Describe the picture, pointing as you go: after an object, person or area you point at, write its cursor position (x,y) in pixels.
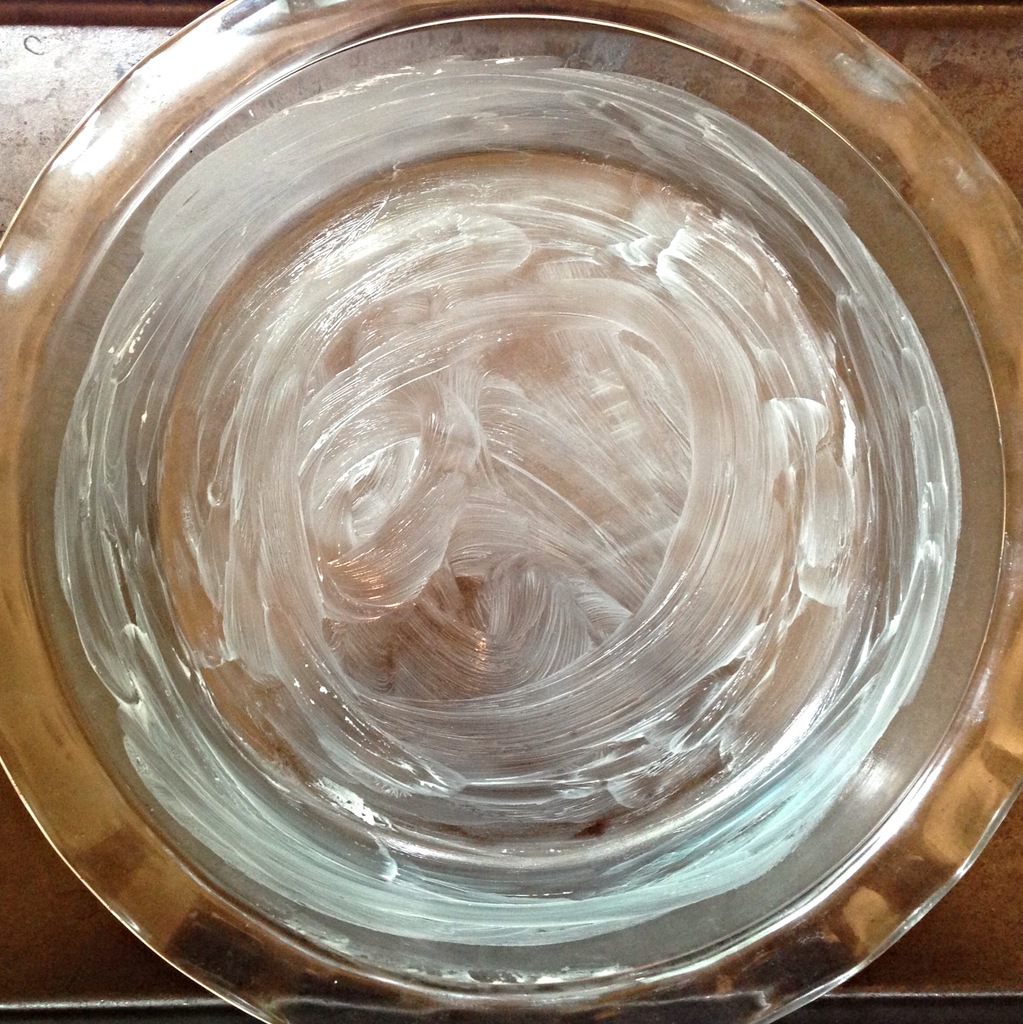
In this picture there is a greasy substance (641,259) in the bowl (482,623). At the bottom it looks like a table (65,60).
